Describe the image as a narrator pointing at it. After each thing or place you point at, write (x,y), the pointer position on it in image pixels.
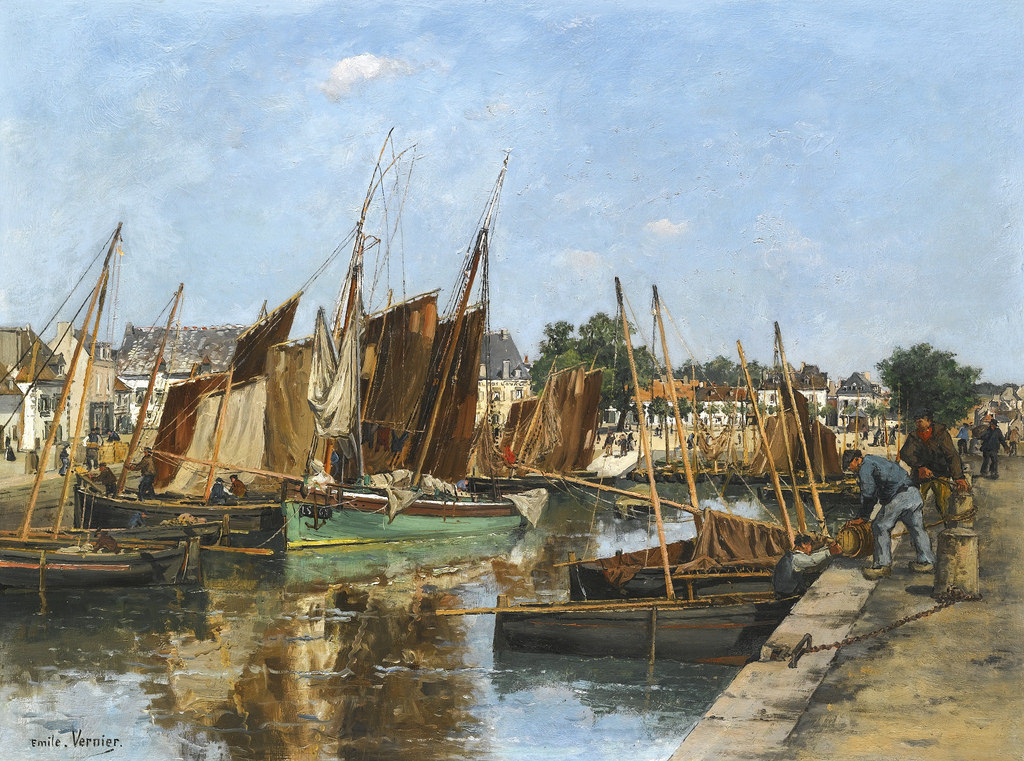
In this image, we can see an art (751,107) contains some boats (509,505) floating on the water (228,655). There are two persons (878,504) on the right side of the image (901,476) wearing clothes (944,456). There are building (103,408) on the left side of the image (44,378). In the background of the image (147,197), there is a sky (406,70).
